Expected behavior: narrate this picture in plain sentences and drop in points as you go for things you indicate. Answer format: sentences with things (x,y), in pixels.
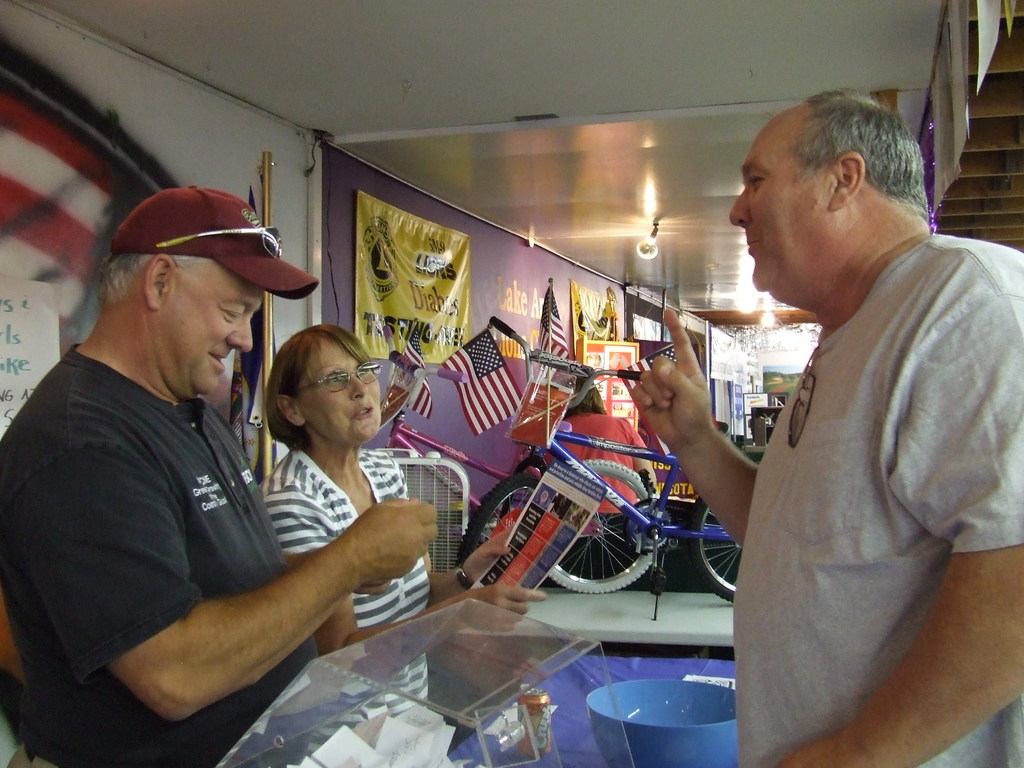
In this image we can see three persons (199,527) two men (363,572) and a woman (312,528) standing and discussing themselves there are some objects (514,671) in between them on the blue color surface (690,670) and in the background of the image (471,464) there are some bicycles (636,481) on table (590,600) and there is some person (594,429) standing there are some flags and some pictures (450,304) attached to the wall (512,260), there are some lights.
